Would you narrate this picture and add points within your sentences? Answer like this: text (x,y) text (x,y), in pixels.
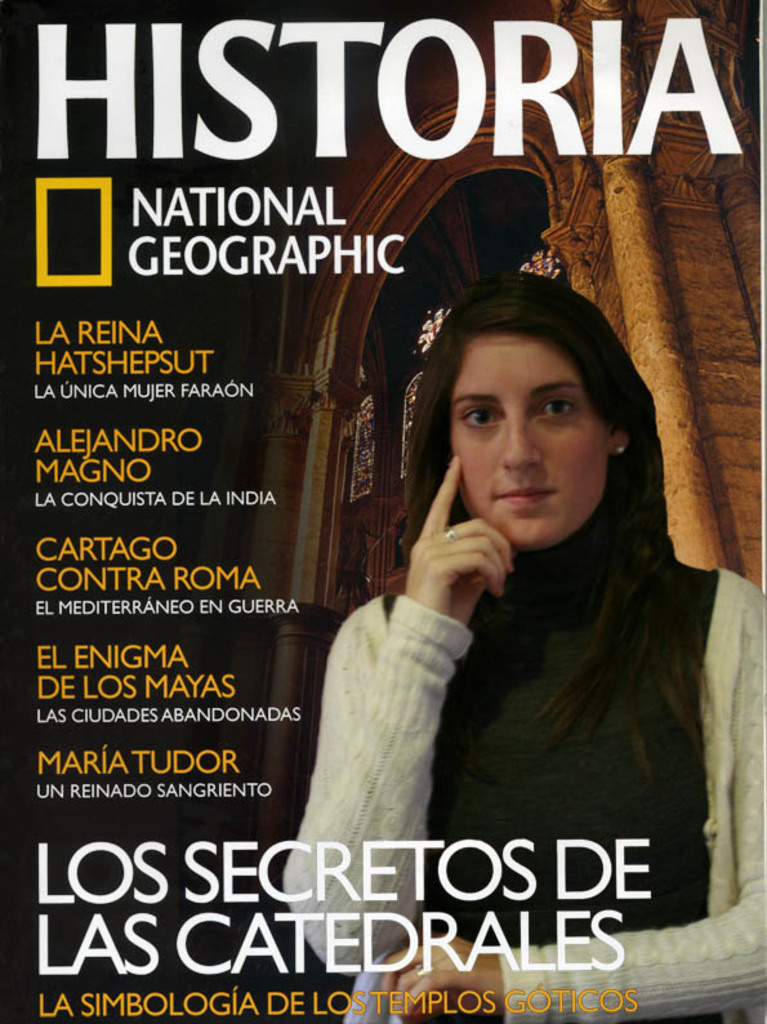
In the picture I can see the cover photo (636,302) of a magazine (280,501). I can see a woman (494,429) and arch design construction (621,256) on the magazine (484,431). I can see the text (196,575).
